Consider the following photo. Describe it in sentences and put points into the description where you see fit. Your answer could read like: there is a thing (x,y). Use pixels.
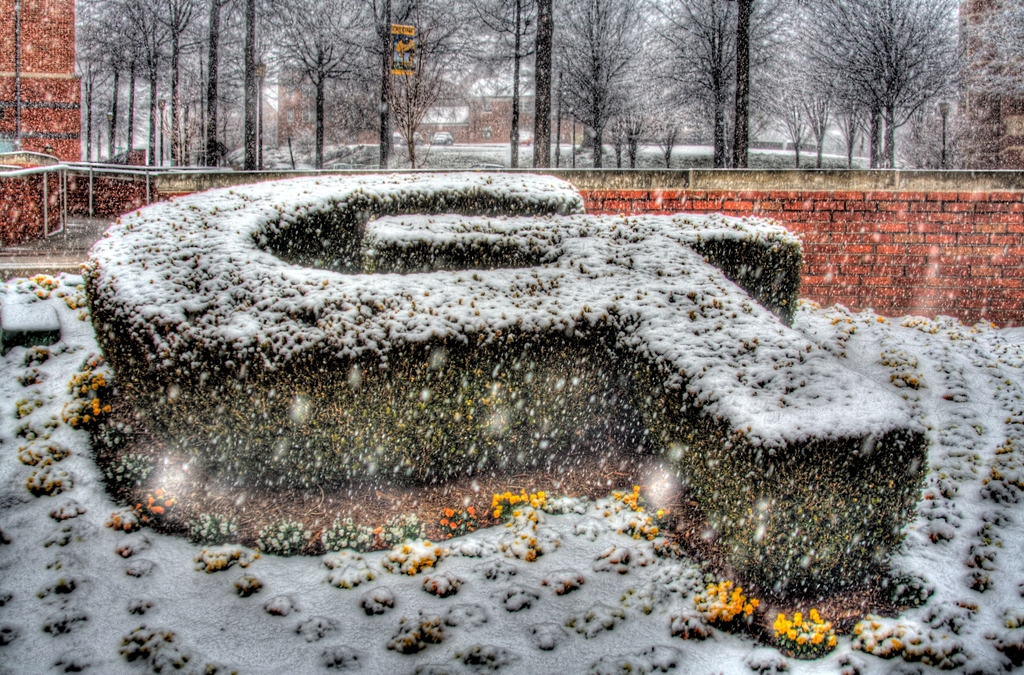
Here in this picture we can see bushes (200,311) present on the ground (227,602) and around it we can see some flower plants (510,511) also present, that are fully covered with snow (290,285) and behind that we can see a wall (581,181) and railing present and in the far we can see plants (891,42) and trees (696,95) present and we can see the place (237,106) is fully covered with snow fall (805,83).
